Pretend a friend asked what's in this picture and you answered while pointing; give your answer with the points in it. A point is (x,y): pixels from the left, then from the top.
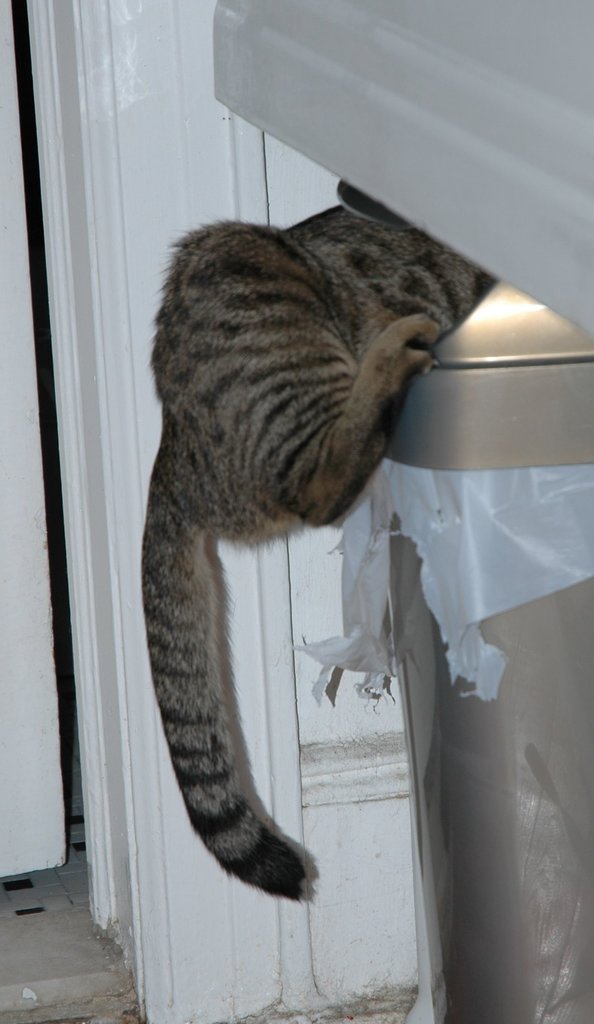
In this image I can see an animal (221,514) which is in brown and black color and the animal (268,452) is standing on some object (569,403). Background (193,49) I can see a door (8,67) in white color.
